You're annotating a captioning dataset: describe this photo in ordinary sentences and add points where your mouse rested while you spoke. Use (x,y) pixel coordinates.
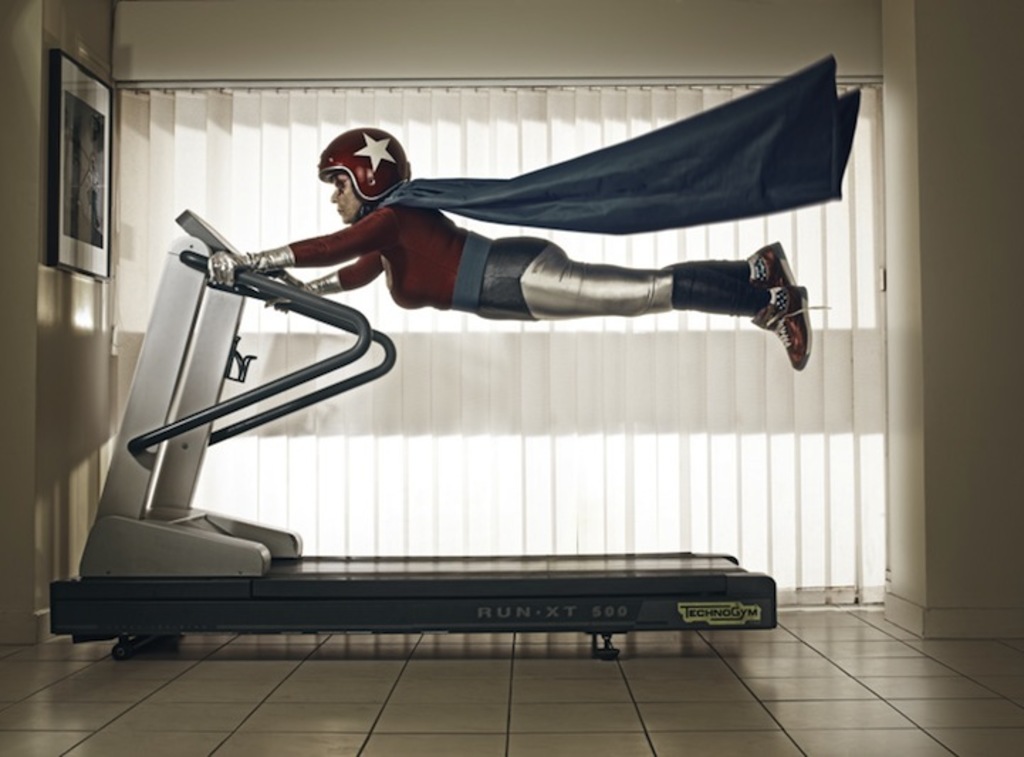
In this picture there is a woman (465,258) wearing a superman costume (389,213) and flying by holding the black treadmill (206,435). Behind there is a window (611,487) with white blinds (359,447). On the left side of the wall (69,283) there is a photo frame (72,247).
